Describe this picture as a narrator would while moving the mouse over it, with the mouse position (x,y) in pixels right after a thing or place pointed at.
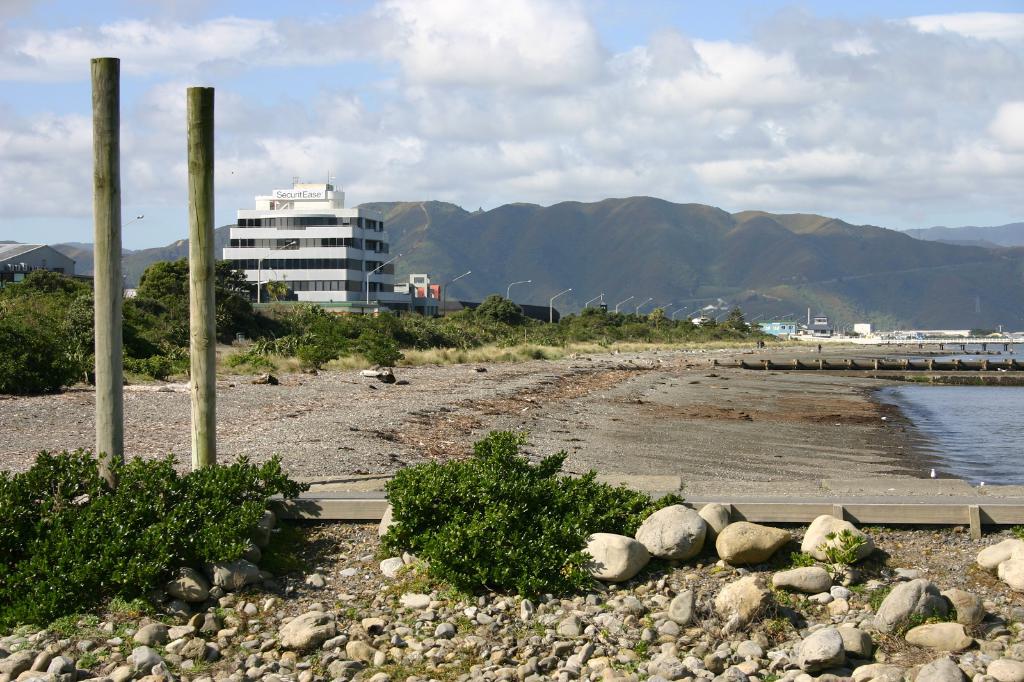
In this image I can see the sky (778,121) and the building (235,239) and the pole (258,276) on the right side (975,460) I can see the lake (964,465) and stones (896,606) and plants (212,542) visible at the bottom (568,634).
